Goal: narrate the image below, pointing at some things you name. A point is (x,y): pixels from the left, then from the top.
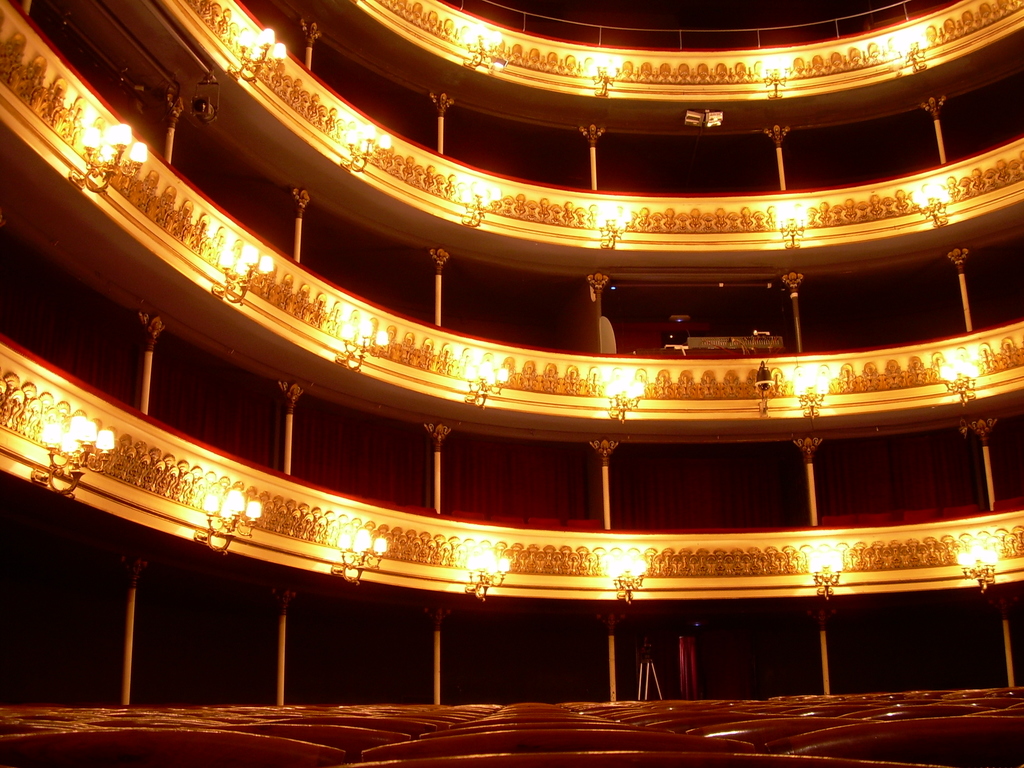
It is an inside view of a building (639,354). Here we can see pillars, railings (1013,546), curtains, chairs (495,751), chandeliers (68,473), stand (642,686) and few objects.
